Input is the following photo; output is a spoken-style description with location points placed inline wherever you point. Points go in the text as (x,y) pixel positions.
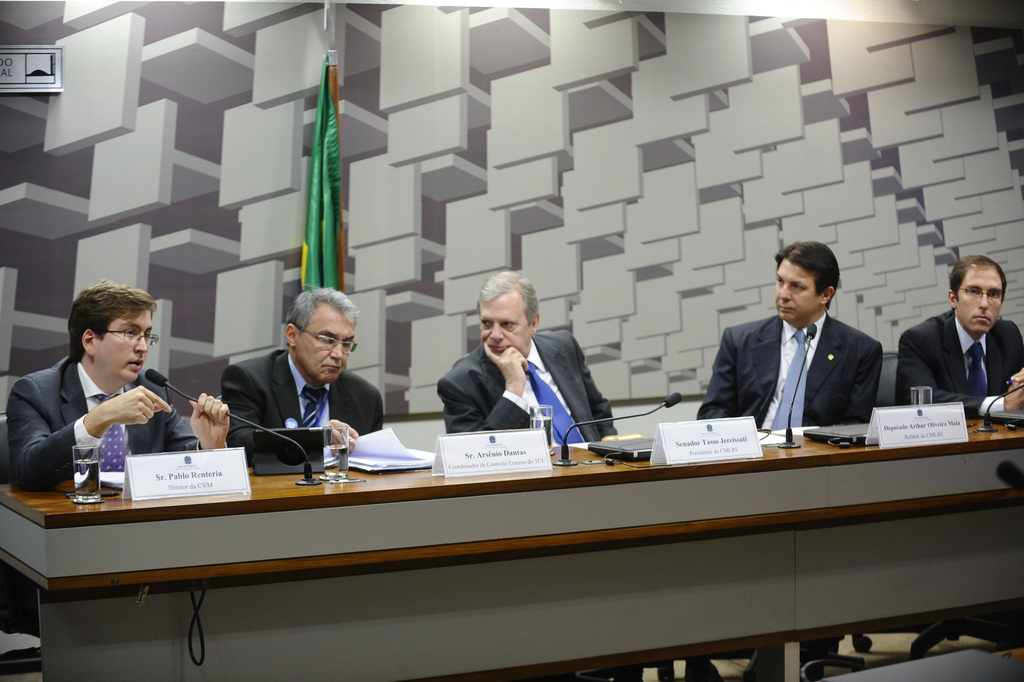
There are five persons (769,406) sitting in a row, wearing suit (567,369), tie (316,404) and white shirt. In front of them, there is a table (818,461), name boards (209,485), glasses (93,478). In the background (322,182), there is a flag (317,214) and wall (165,171).
